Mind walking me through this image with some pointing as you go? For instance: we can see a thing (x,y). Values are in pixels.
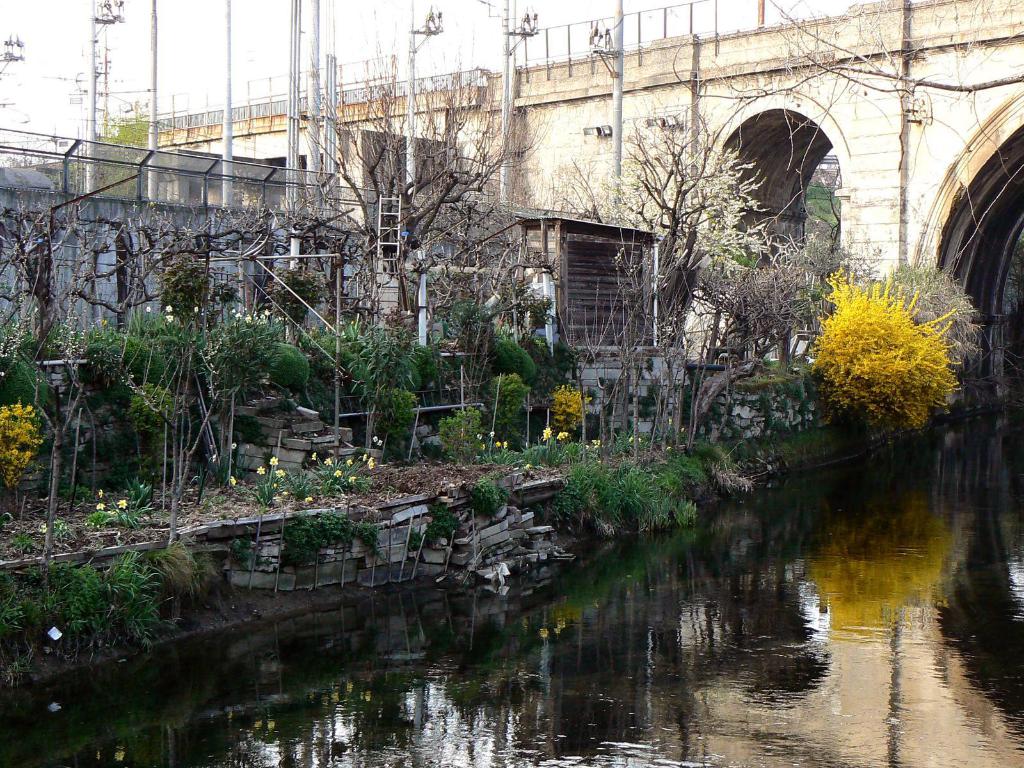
In this picture we can see water (730,647), here we can see plants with flowers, bridge (1002,11), poles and some objects (616,333).
